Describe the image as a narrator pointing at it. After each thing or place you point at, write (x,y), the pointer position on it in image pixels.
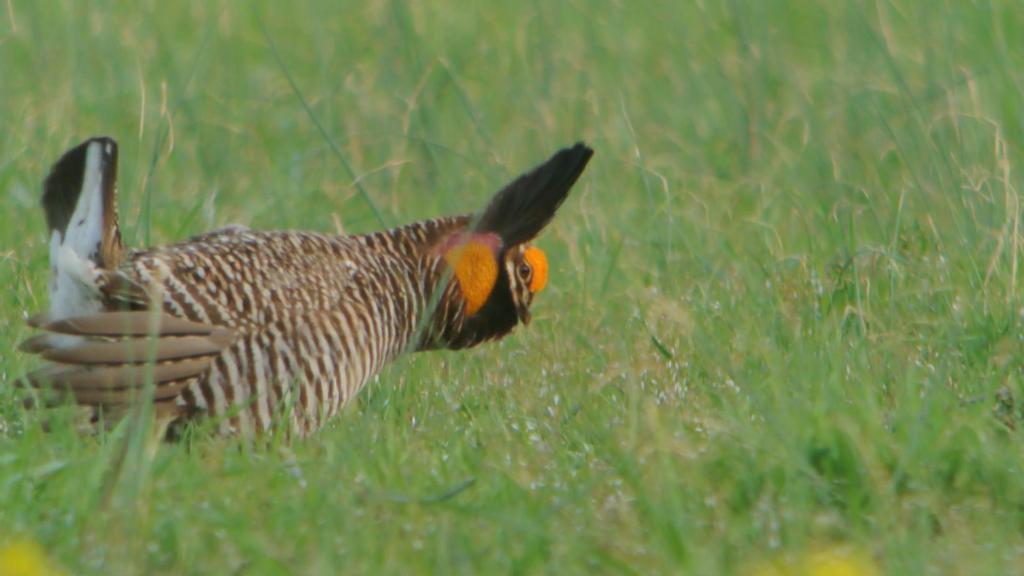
In this image we can see a bird (301,390) standing in the grass (645,284).
